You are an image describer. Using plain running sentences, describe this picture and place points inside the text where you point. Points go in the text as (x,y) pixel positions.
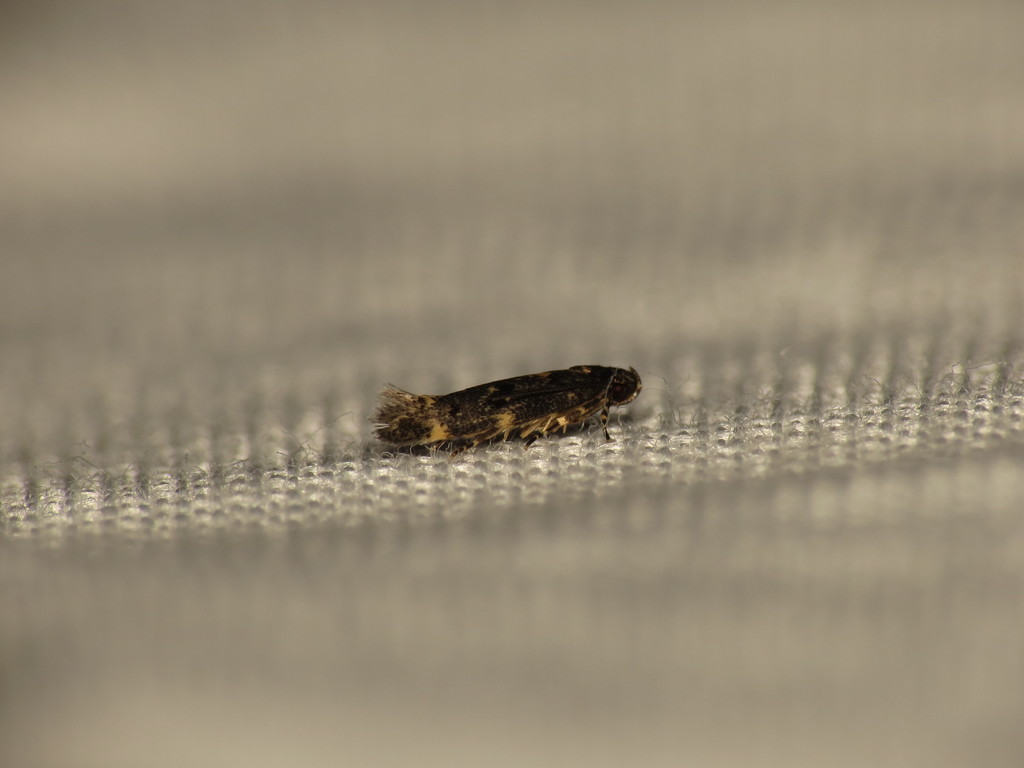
In this image there is an insect (427,443) on the surface (552,567).
